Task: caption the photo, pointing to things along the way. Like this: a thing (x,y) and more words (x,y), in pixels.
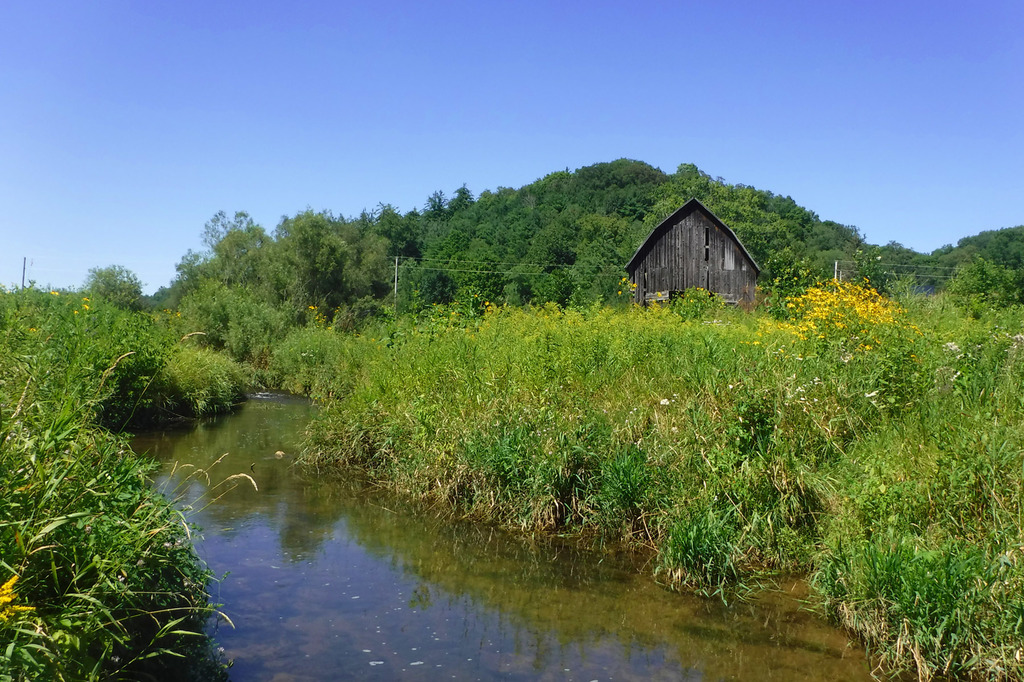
In this image I can see trees (624,241) and plants (704,391) in green color, right I can see house (661,240) in gray color. Background (210,111) I can see sky (260,82) in blue color.
